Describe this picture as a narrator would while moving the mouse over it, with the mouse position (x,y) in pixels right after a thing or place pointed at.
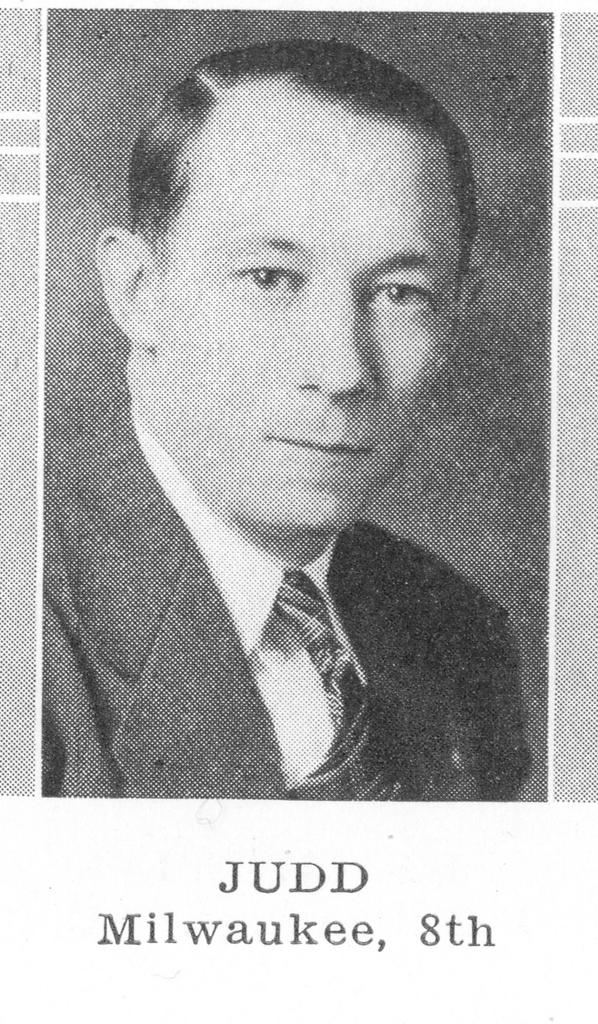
Here in this picture we can see a black and white image, in which we can see photograph (187,122) of a person (171,400) present and we can see he is wearing a suit (134,566) and below the photograph (134,566) we can see some text (257,861) present.
